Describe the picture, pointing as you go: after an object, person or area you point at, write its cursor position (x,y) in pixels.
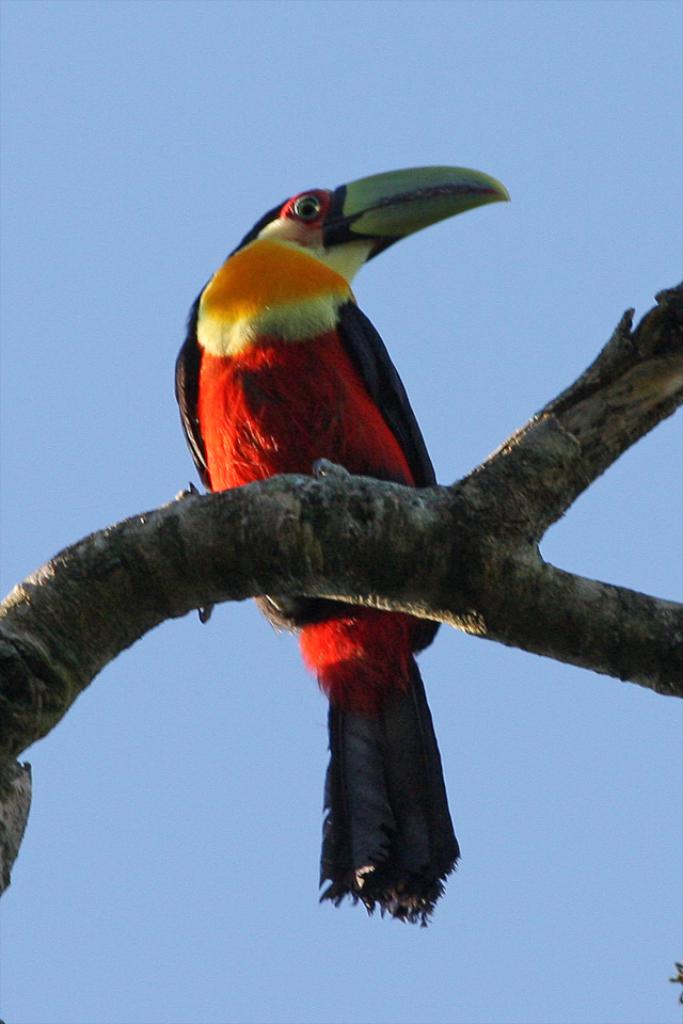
Here we can see a bird (267,385) on a branch (304,566) and this is sky (74,448).
